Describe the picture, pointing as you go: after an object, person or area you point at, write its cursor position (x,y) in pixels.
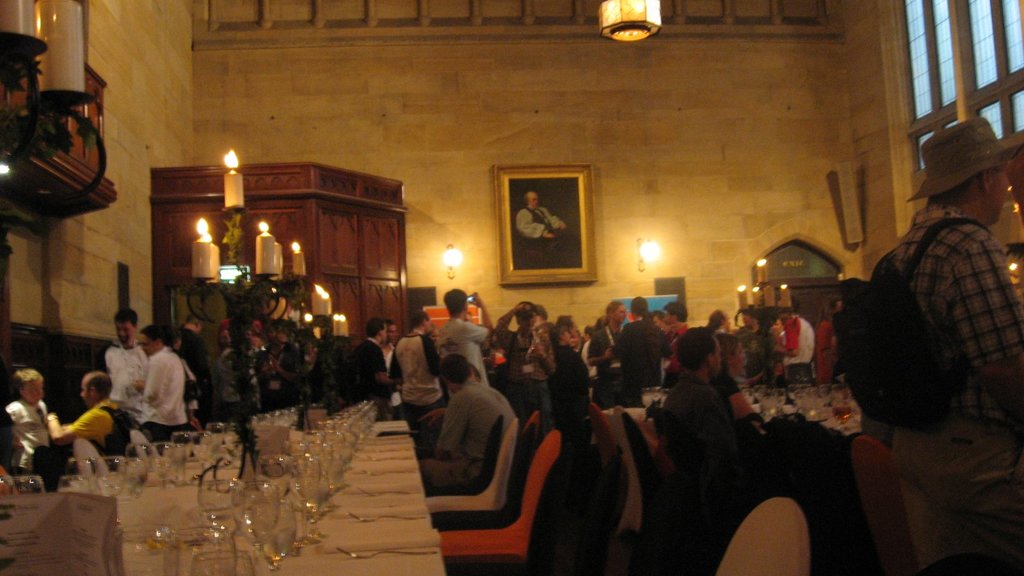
In this image we can see persons (448,422) sitting on the chairs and some are standing on the floor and there is a table (391,472). On the table (316,468) there are candles (240,202) on the candle holder (246,306), cutlery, crockery (312,498) and paper napkins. In the background (552,207) there are electric lights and wall hangings (574,192) to the wall (597,182).
